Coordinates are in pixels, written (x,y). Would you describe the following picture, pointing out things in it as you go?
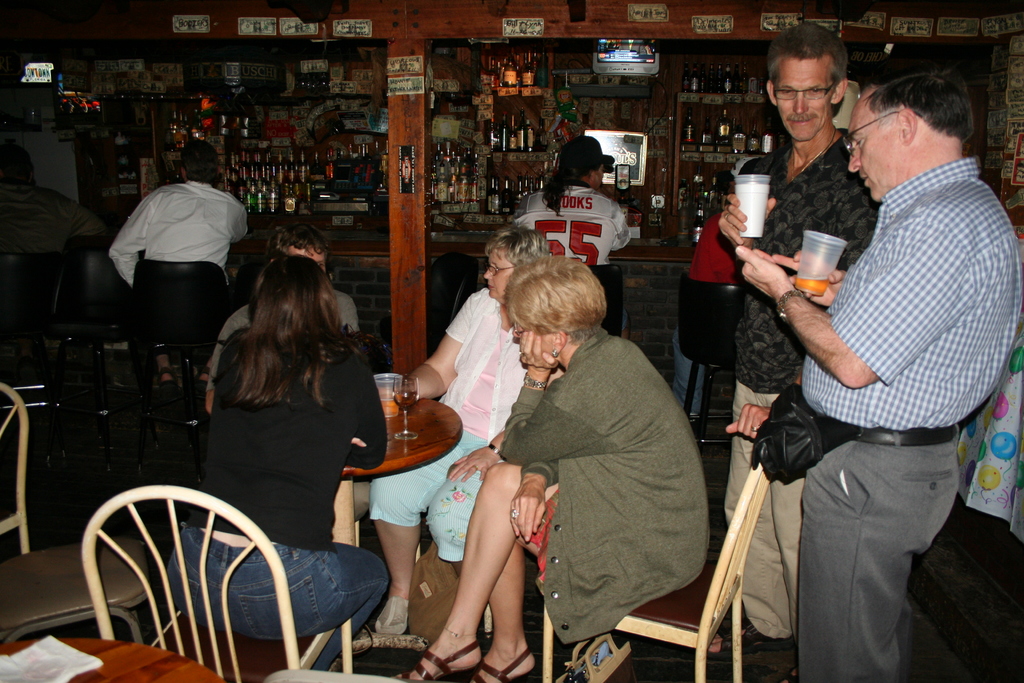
There are four members (563,389) sitting in the chairs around the table (417,414) on which some glasses (391,403) were placed. in the right side (770,340) there are two men (836,231) standing holding glasses (762,194) in their hands (770,264). In the background (463,188) there are some bottles (448,171) placed in the shelves (500,153) and some people (166,234) sitting in front of them.
